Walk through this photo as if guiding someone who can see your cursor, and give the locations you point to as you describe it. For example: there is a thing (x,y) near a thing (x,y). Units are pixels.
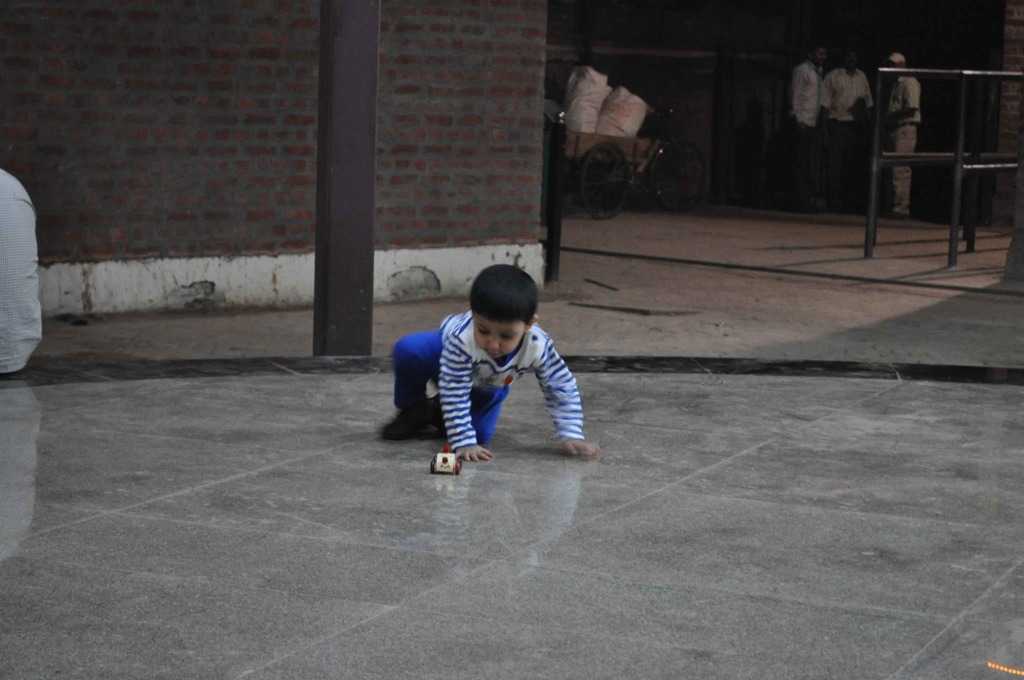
In the center of the image (532,294) there is a boy (434,433). In front of him there is a toy (453,466). At the bottom of the image (675,520) there is a floor (804,510). In the background of the image (381,162) there is a wall (381,162). There is a vehicle (630,158). There is a railing (970,205) and we can see three people (818,142) standing on the floor (754,258).
